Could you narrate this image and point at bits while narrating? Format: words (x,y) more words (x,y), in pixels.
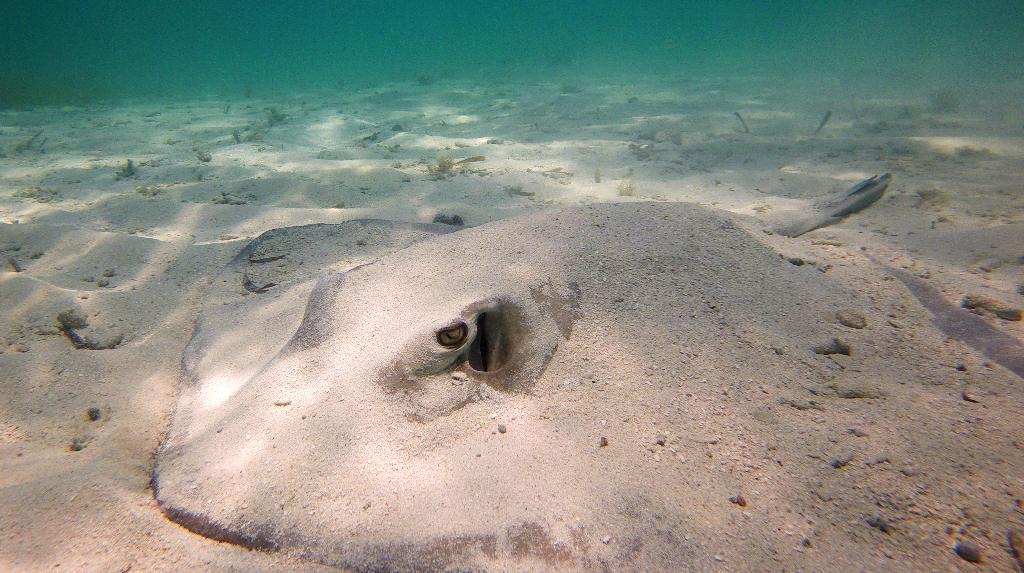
This image consists of an aquatic animal (352,482). It is clicked in an ocean (690,15). At the bottom (91,398), there is sand (103,398). At the top (568,31), there is water (639,80).
